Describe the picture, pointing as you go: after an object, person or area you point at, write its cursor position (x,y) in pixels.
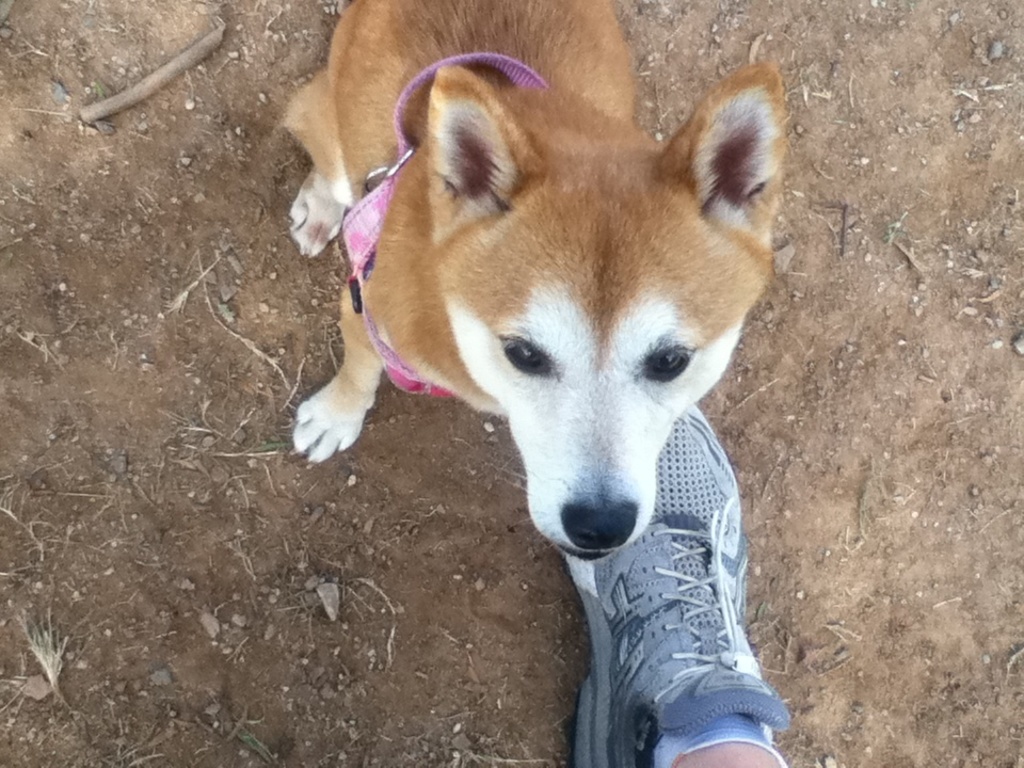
In this image, I can see a dog (321,395) with dog belt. At the bottom of the image (702,765), I can see a leg (687,766) of a person (702,752) with a shoe (713,655).
